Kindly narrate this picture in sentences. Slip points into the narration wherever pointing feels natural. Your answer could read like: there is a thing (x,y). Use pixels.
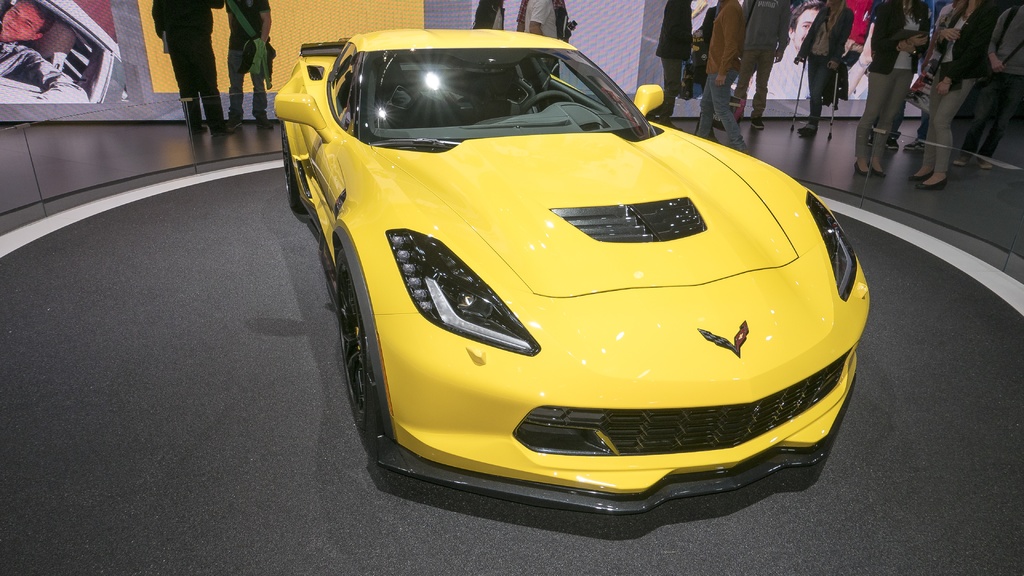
In this image there is a yellow color car (611,191). Behind there are few persons (973,76) standing on the floor (762,140). Behind a person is holding sticks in his hand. Background (869,48) there is a wall (165,117) having few pictures (23,85) on it.
